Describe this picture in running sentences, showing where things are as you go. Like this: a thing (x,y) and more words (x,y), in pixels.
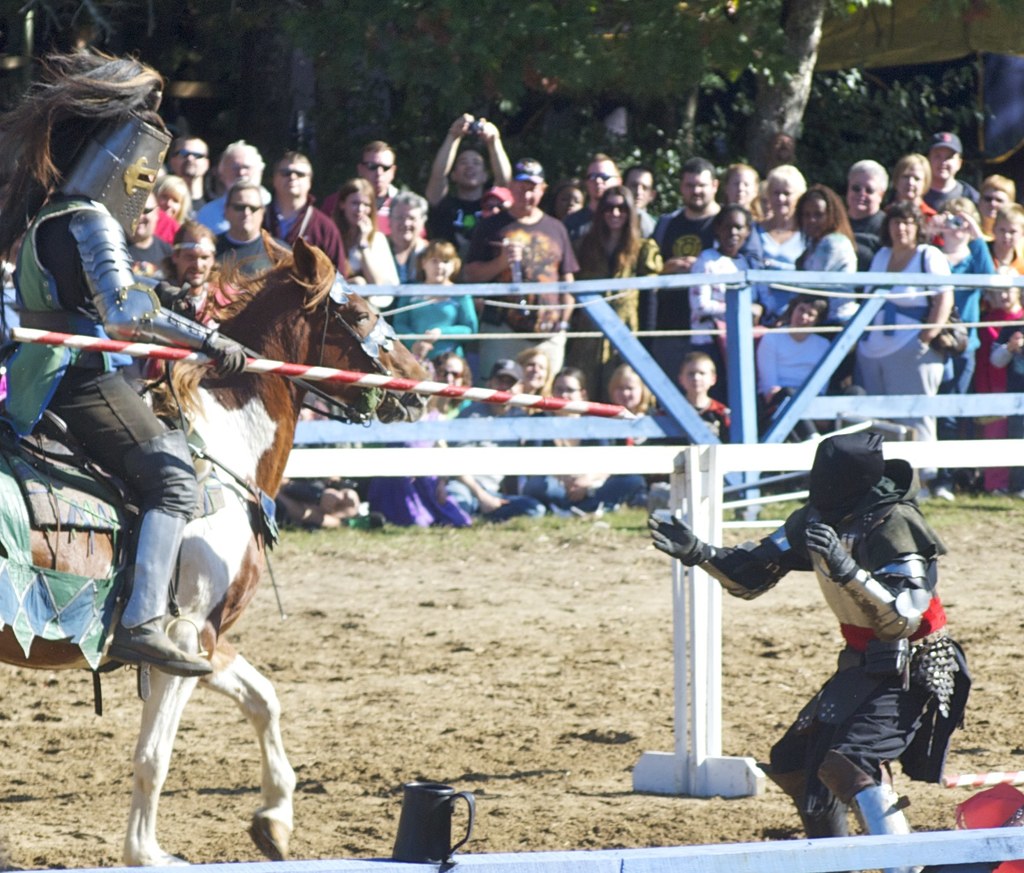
This picture shows few people (568,220) standing and we see a man (805,506) standing on the ground (966,623). He wore a mask (849,494) on his face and we see another human (55,369) riding horse (205,401) by holding a stick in the hand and we see a man (461,171) holding a camera (476,127) in his hand (492,127) and taking picture and we see trees (602,60).
